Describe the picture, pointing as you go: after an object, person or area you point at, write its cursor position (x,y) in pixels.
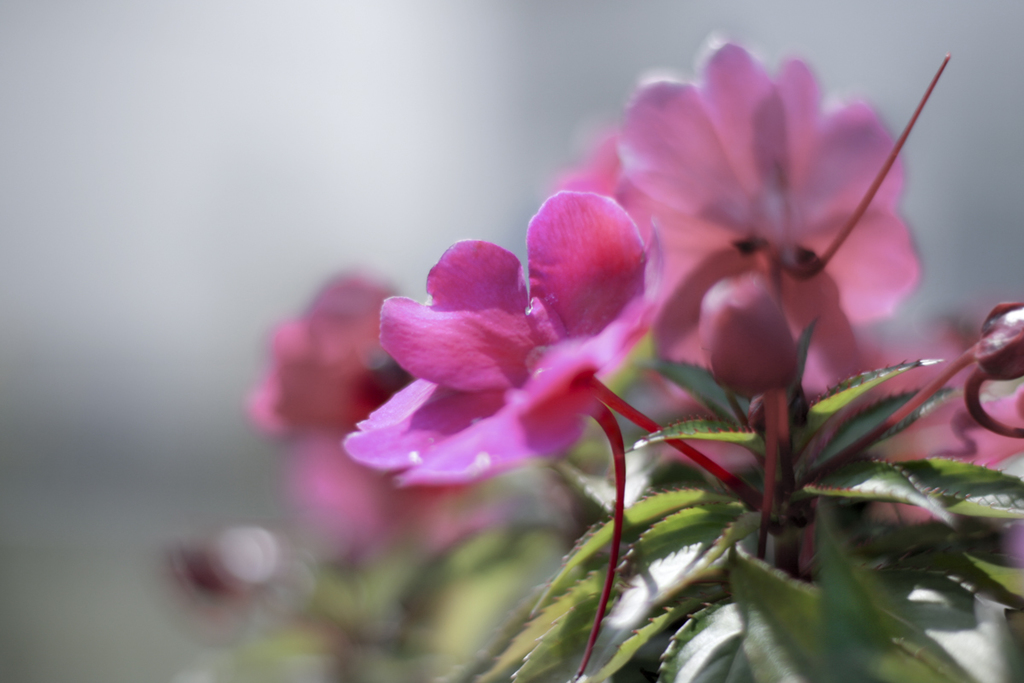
In the image we can see flowers (618,323), pink in color and the leaves (739,578). The background (77,366) is blurred.
